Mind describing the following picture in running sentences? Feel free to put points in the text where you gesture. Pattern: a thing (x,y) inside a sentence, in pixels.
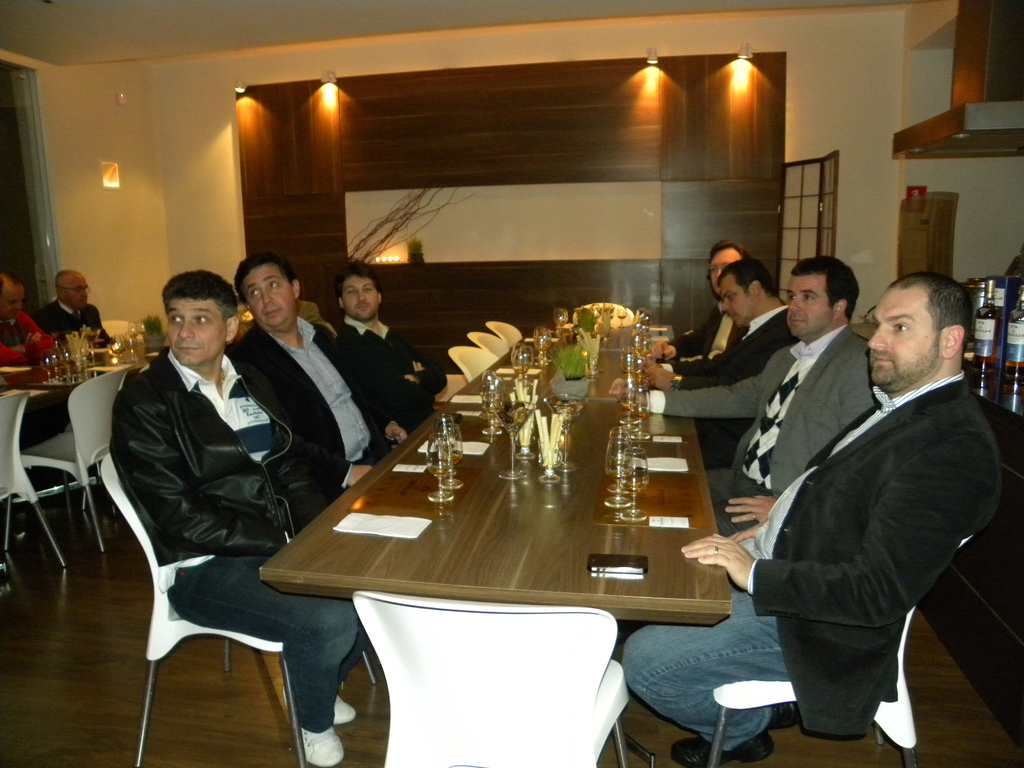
This is an image clicked inside the room (241,390). Here I can see few men (172,468) are sitting on the chairs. around the table (500,538) on which few glasses (623,466) are placed and a mobile (613,567) are placed. On the right side of the image (1004,574) there is a table (1013,414) on which few bottles (986,314) are placed. In the background (714,160) there is a wood board (279,159).
